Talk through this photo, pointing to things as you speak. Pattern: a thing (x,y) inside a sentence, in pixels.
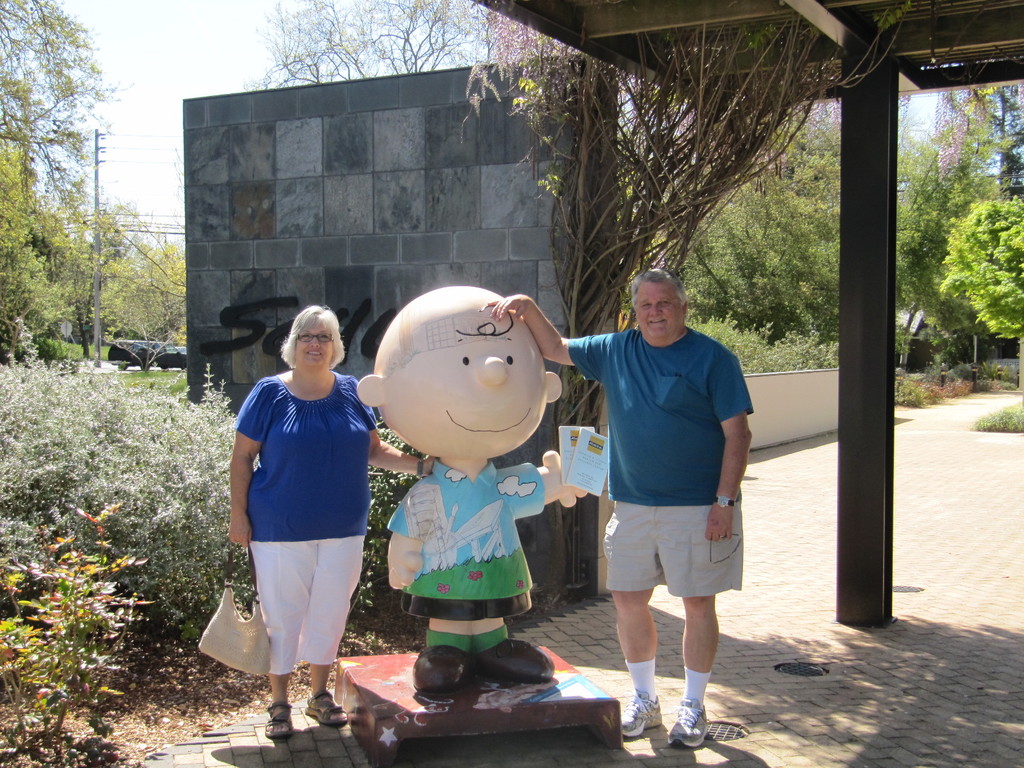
In this image we can see a man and a woman (359,461) standing on the ground (594,759) beside a statue (505,648). We can also see a roof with a pole (889,431), some plants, text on a wall (196,368), a car (182,363) on the ground (185,383), some poles (97,236), a group of trees (150,316), wires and the sky (40,175).
